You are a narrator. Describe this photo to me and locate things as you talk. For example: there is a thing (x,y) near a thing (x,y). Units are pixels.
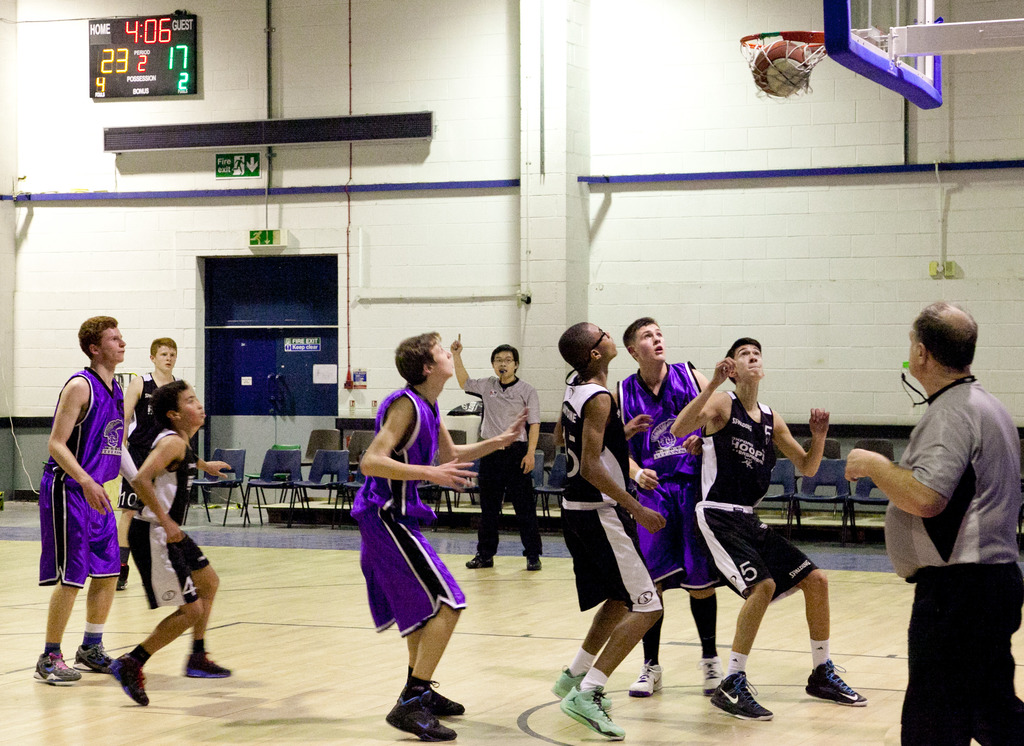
In the center of image (579,443) we can see people (741,360) playing a basketball (780,57). At the top (780,89) we can see a net (796,65) and a ball (788,68). In the background (717,158) there is a wall (398,239) and a board (101,35). At the bottom (859,505) there are chairs (844,508).
